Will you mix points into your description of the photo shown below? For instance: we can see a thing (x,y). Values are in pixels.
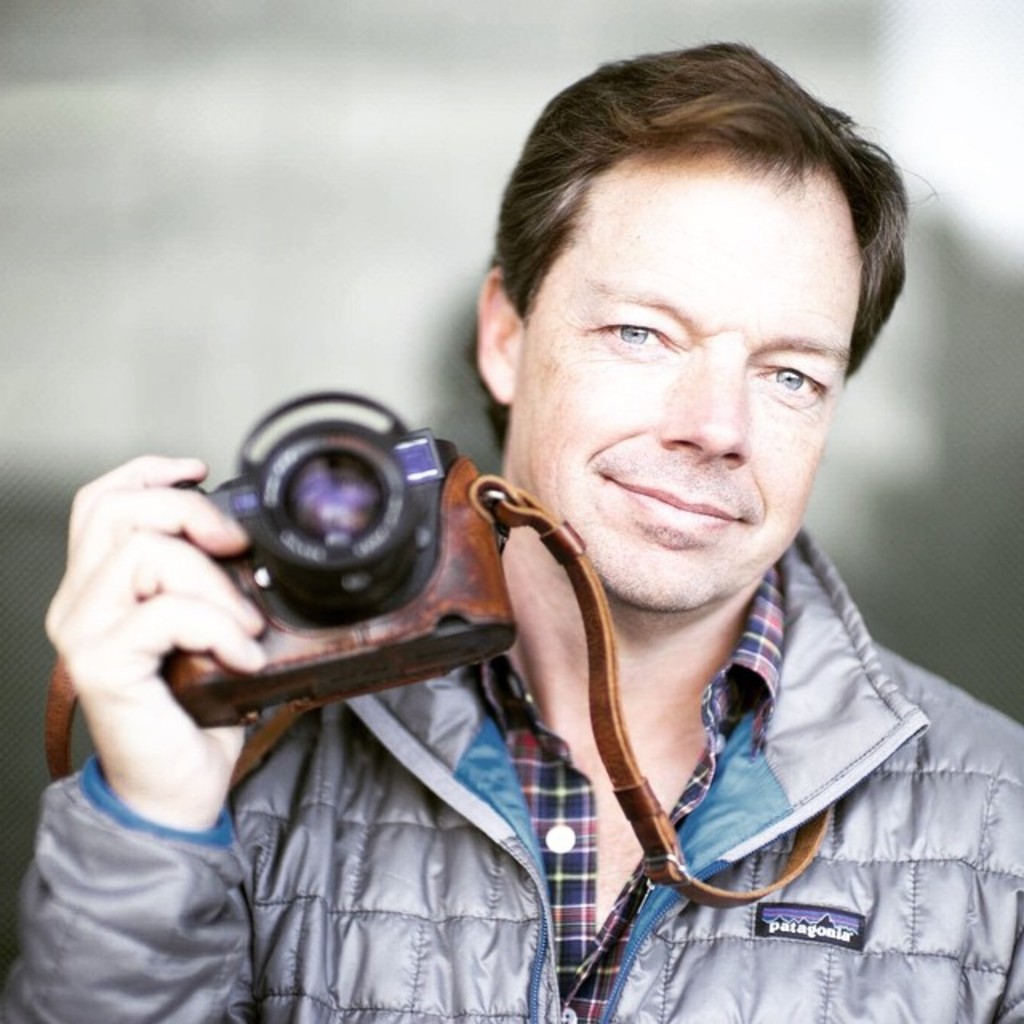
In the given image i can see a man (752,730) wearing a gray color jacket (740,920) and he is having a camera (268,553) in his hand (203,570).
